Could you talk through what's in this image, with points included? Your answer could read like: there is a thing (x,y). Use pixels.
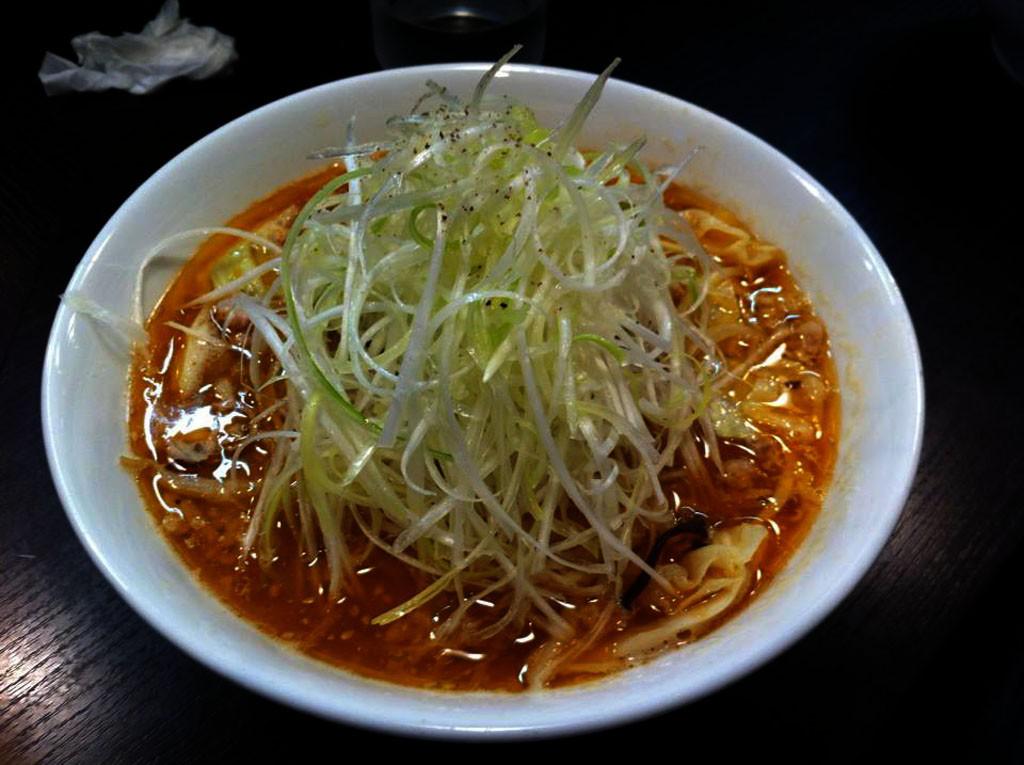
In this image there is a bowl (857,572) on the surface (64,710), there is food (430,495) inside the bowl (504,375), there are objects (129,65) on the surface (180,714).
